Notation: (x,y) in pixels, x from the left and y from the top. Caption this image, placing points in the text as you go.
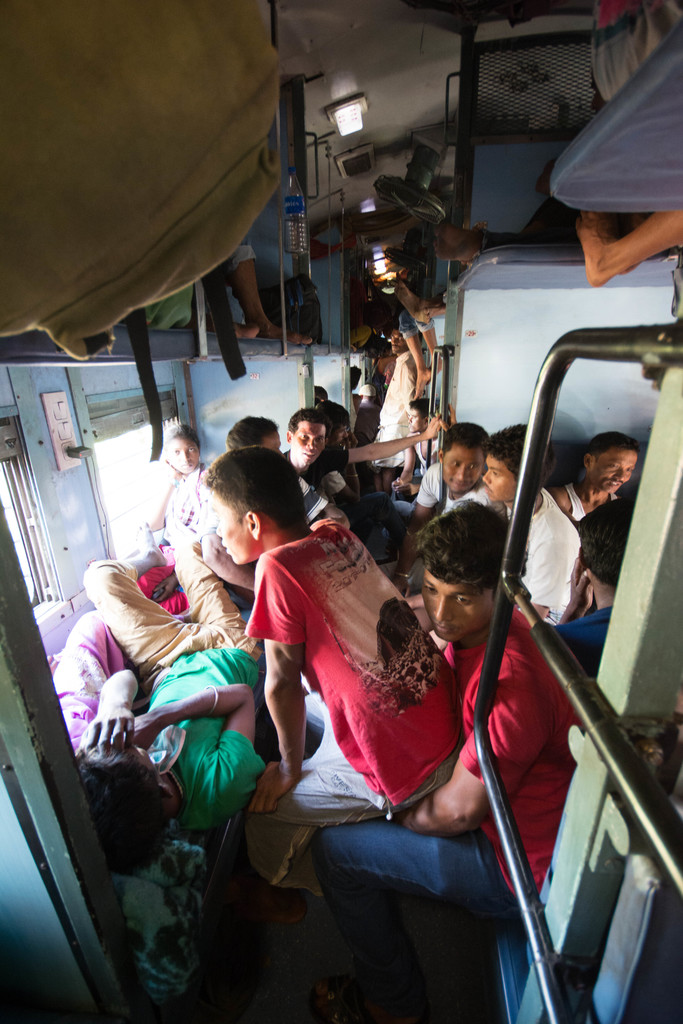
This is inside view of a rail (498,266), where we can see so many people (532,682) are sitting on the seats (16,340) and sleeping. At top left of the image (102,86) some luggage (174,167) is present.
